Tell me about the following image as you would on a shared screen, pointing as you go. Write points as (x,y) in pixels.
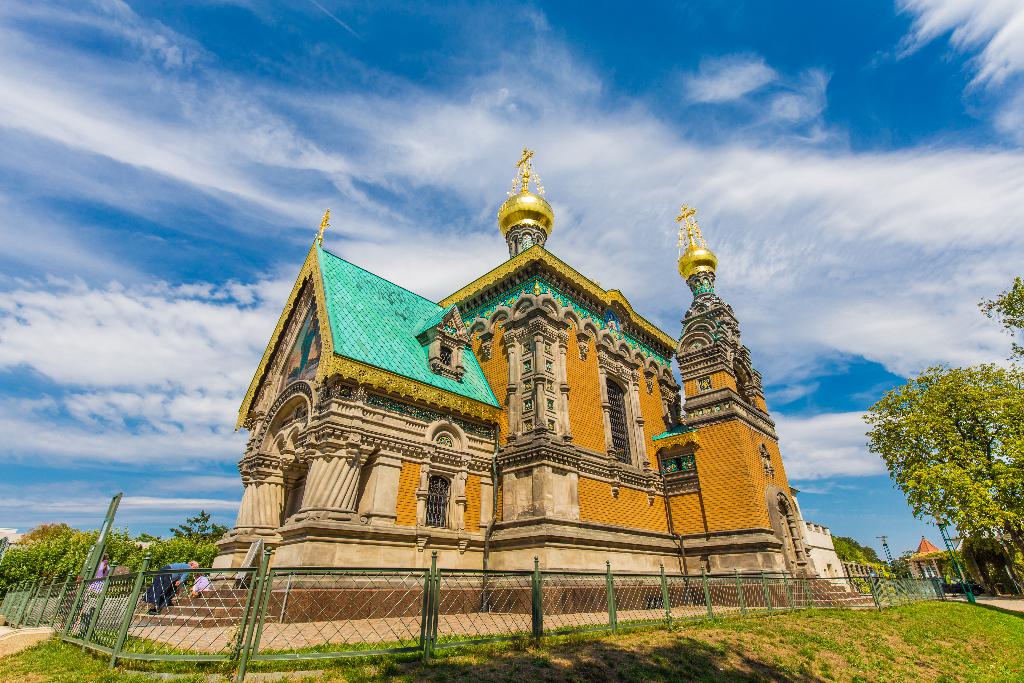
This image is taken outdoors. At the top of the image (177,211) there is the sky (400,108) with clouds (650,116). At the bottom of the image (776,643) there is a ground (50,637) with grass (42,651) on it. In the middle of the image (440,424) there is a temple (526,468) with walls (664,520), windows (624,433), a door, pillars (343,499), carvings (394,393), sculptures (553,312) and a roof (340,325). There is a mesh (105,587). There are a few people (178,581) standing on the stairs (187,606). In the background (155,536) there are many trees (25,553). On the right side of the image (1000,480) there are a few trees (985,520). There is a stall (928,545) and there is a tower (882,543).
